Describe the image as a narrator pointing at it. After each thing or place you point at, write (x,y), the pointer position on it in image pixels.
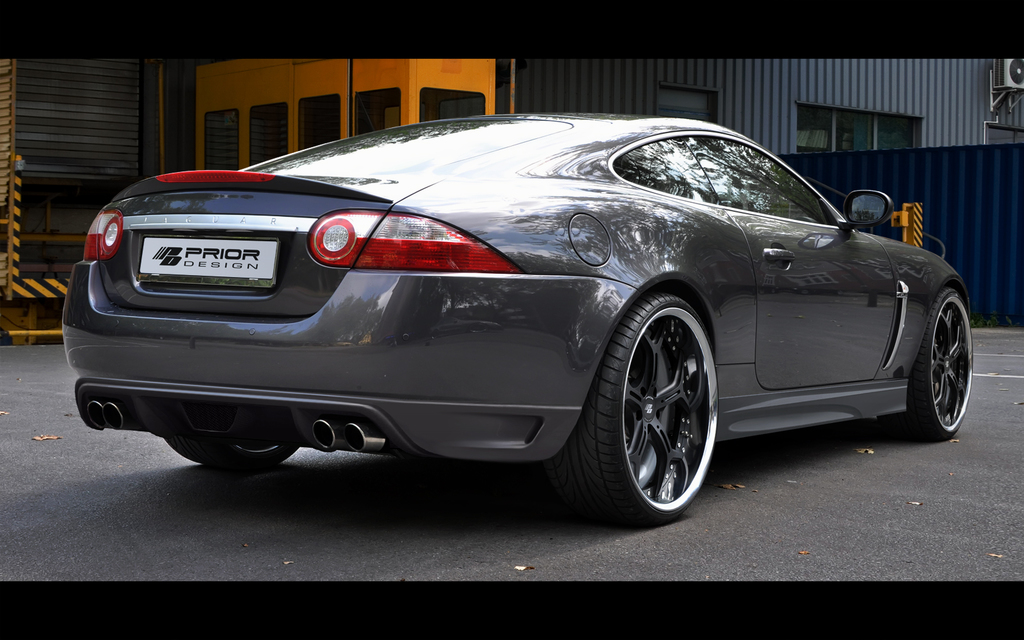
In the center of the image (412,257) there is a car (521,361) on the road (609,555). In the background (527,83) we can see buildings (709,94) and wall (900,170).
